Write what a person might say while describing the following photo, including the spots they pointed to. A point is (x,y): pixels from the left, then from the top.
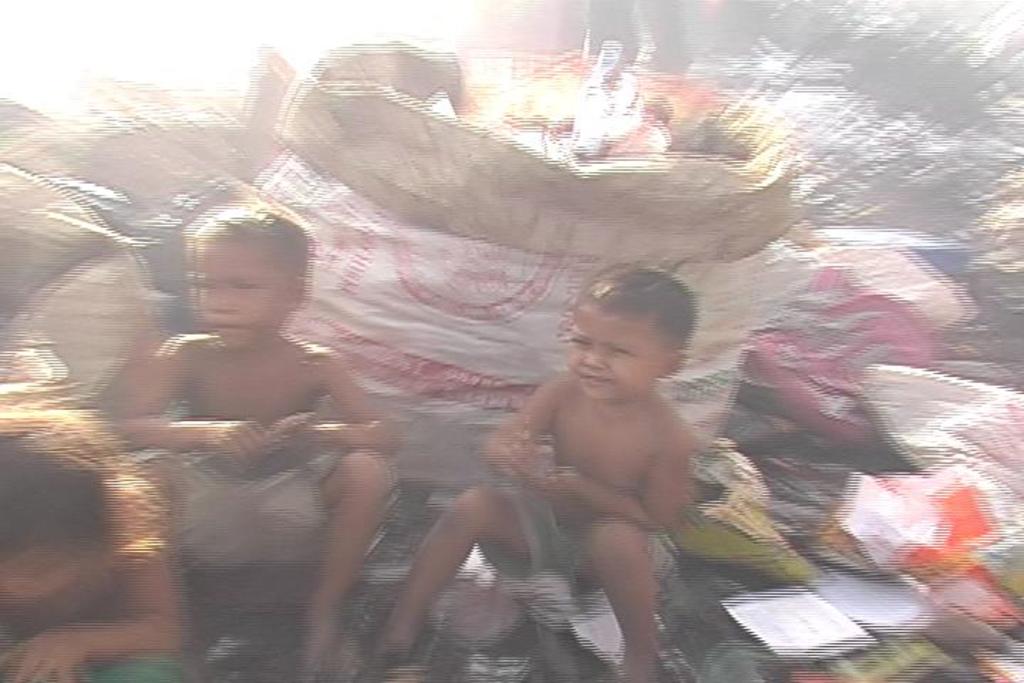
This is a blur image. In this image we can see some children (248,473) sitting. We can also see some bags (473,455) with trash (708,473) and scrap (840,482) inside it and on the ground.
